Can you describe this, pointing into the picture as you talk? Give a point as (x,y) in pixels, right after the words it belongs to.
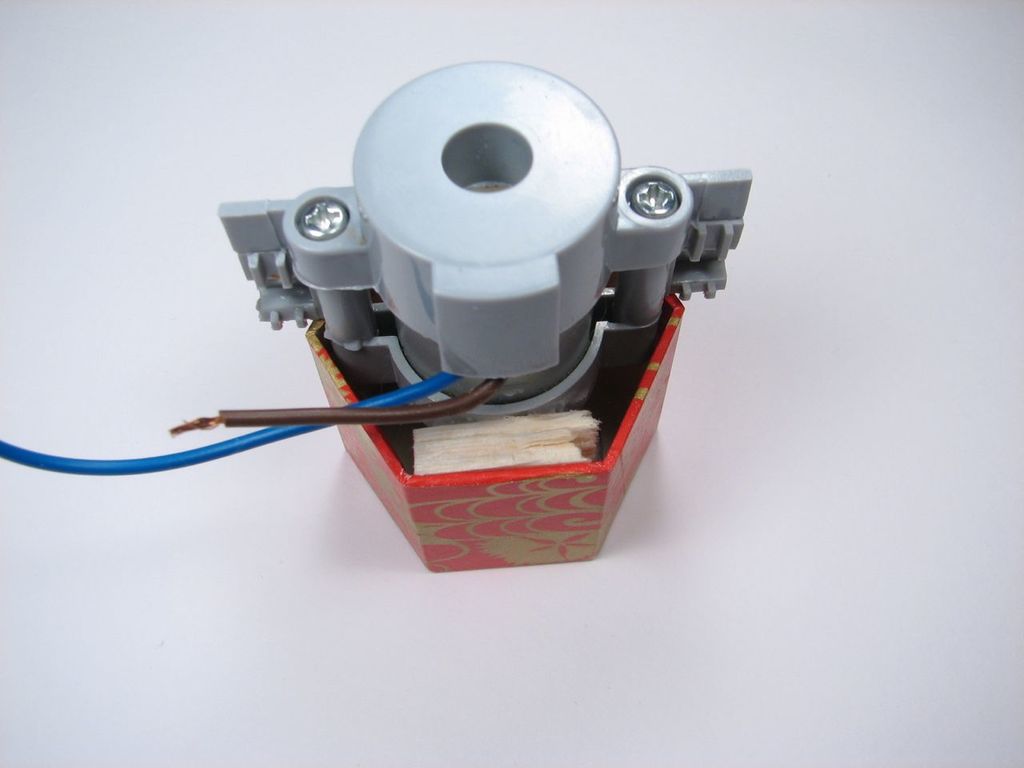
In this image I can see an object (403,382) and I can also see two wires (412,395) are attached with it. I can also see white color in the background (776,755).
